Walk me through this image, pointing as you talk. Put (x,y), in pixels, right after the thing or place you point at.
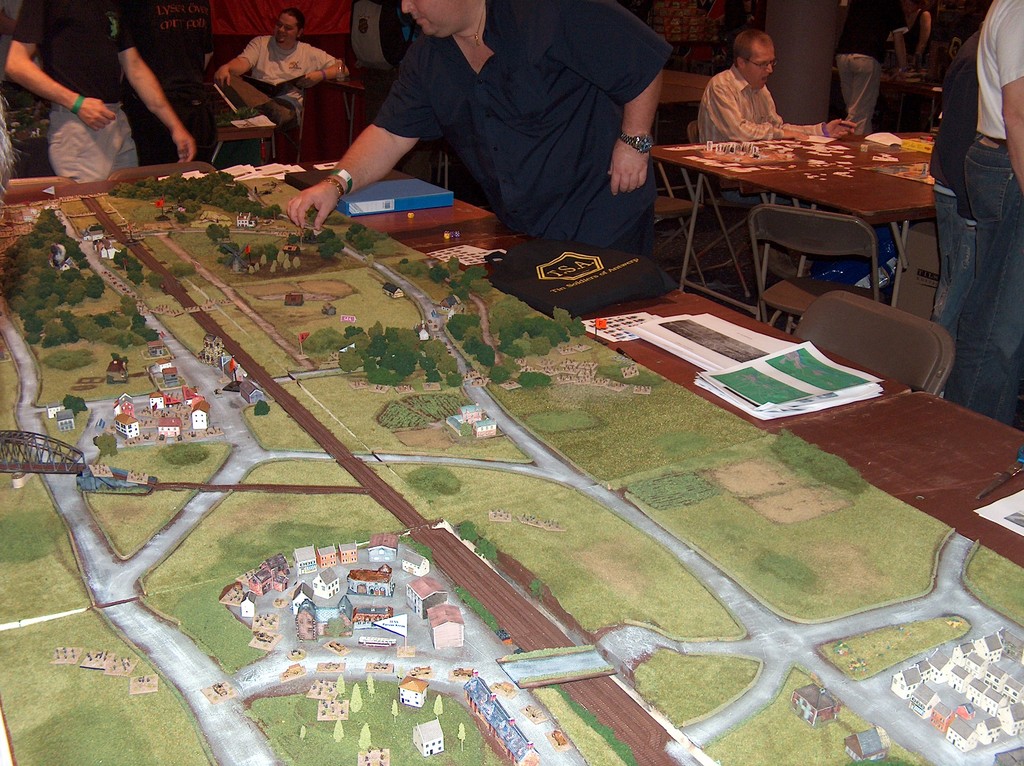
In this picture we can see a group of people (481,129) where some are standing and some are sitting on chairs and in front of them on table (265,460) we have papers (726,385), bag (547,281), file (347,198), stickers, some plan (549,393) and in background (237,18) we can see curtain (254,30), wall (804,62), chairs (793,236), box (921,249).
